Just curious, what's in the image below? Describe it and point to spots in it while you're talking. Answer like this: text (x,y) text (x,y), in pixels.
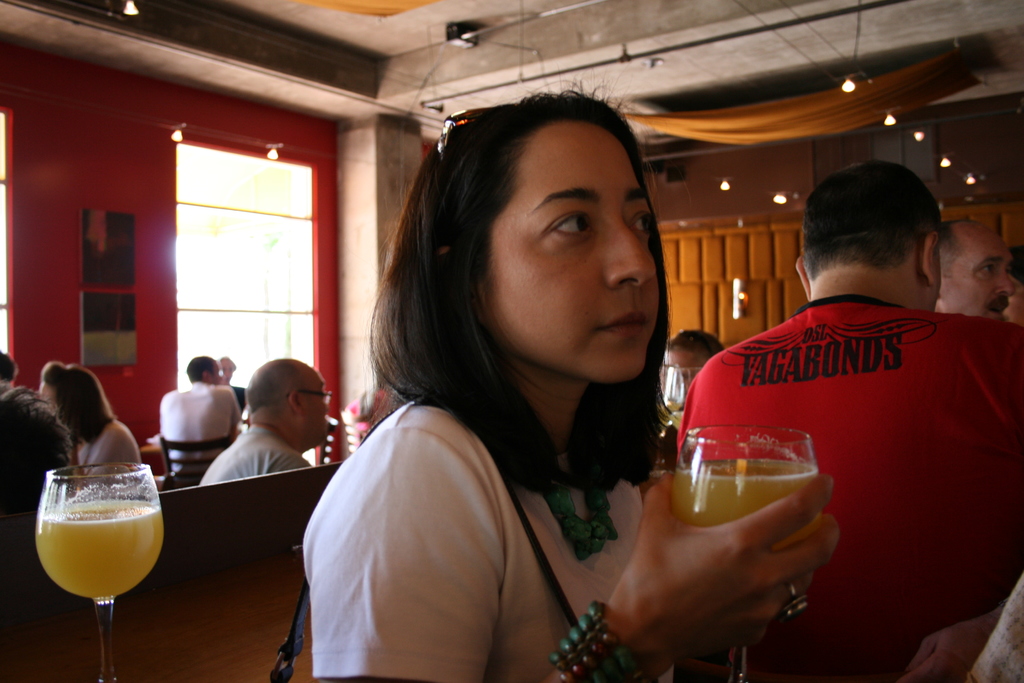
In this image I can see the group of people (518,479) sitting. Among them one person (561,433) is holding the glass (750,507). There are some lights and the window (218,257).
